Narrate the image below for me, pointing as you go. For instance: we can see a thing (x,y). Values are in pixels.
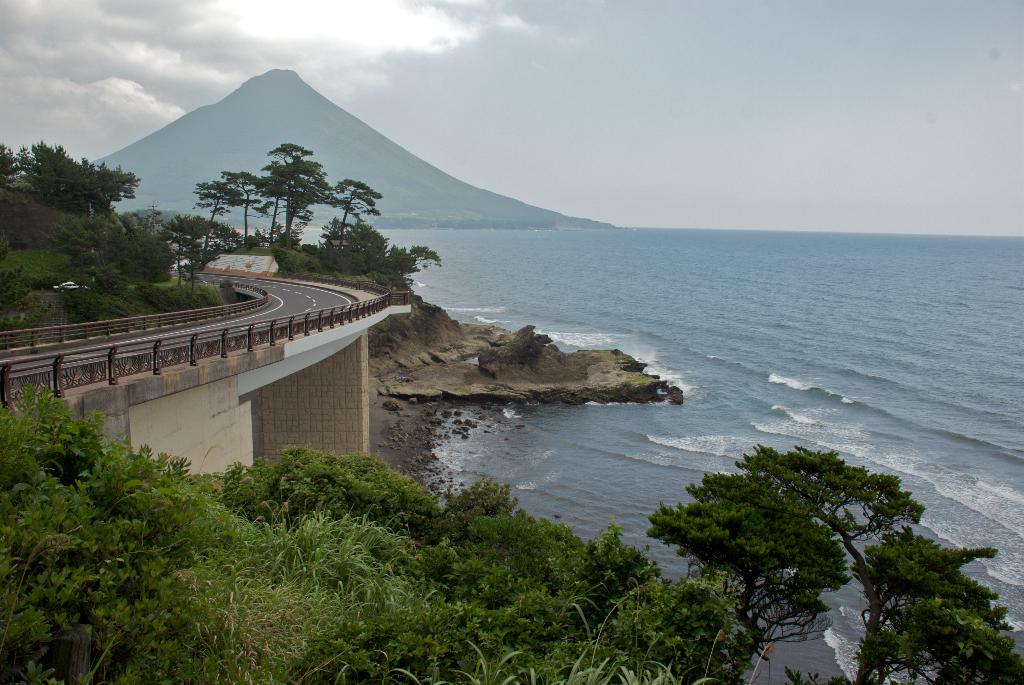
Sky (422,59) is cloudy. Here we can see trees (240,180), bridge (323,300) and water (605,336). Far there is a mountain (342,110).
